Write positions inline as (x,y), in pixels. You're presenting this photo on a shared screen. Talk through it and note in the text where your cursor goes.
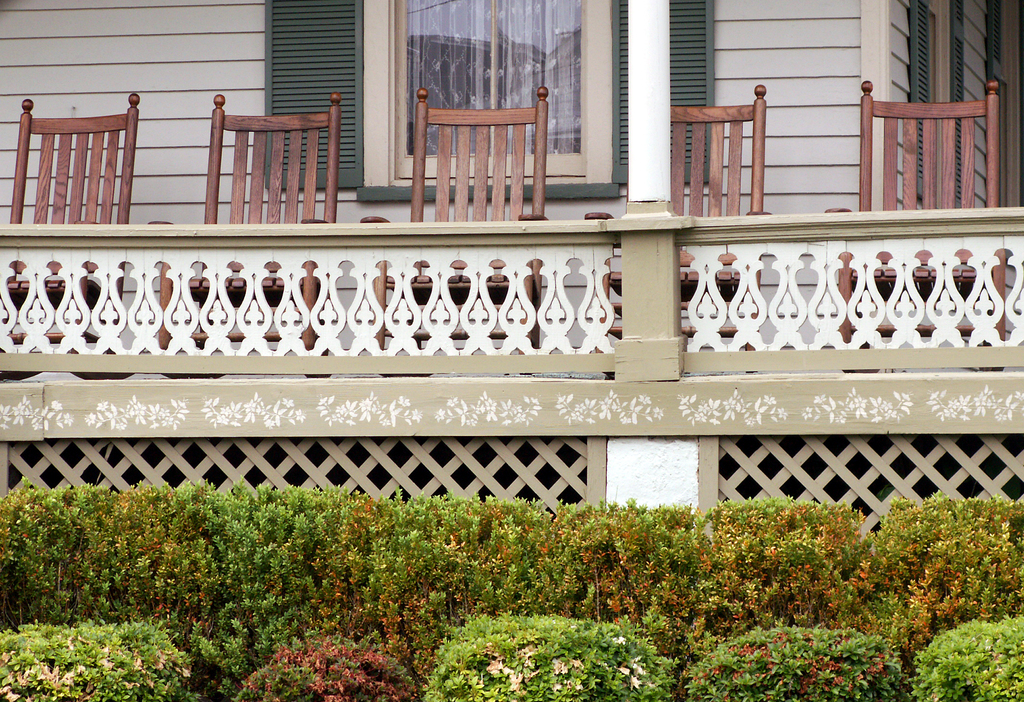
In this image I can see few chairs (287,191) in brown color, in front the building (776,177) is in white color. I can also see a window (485,29) and few plants (197,592) in green color.
